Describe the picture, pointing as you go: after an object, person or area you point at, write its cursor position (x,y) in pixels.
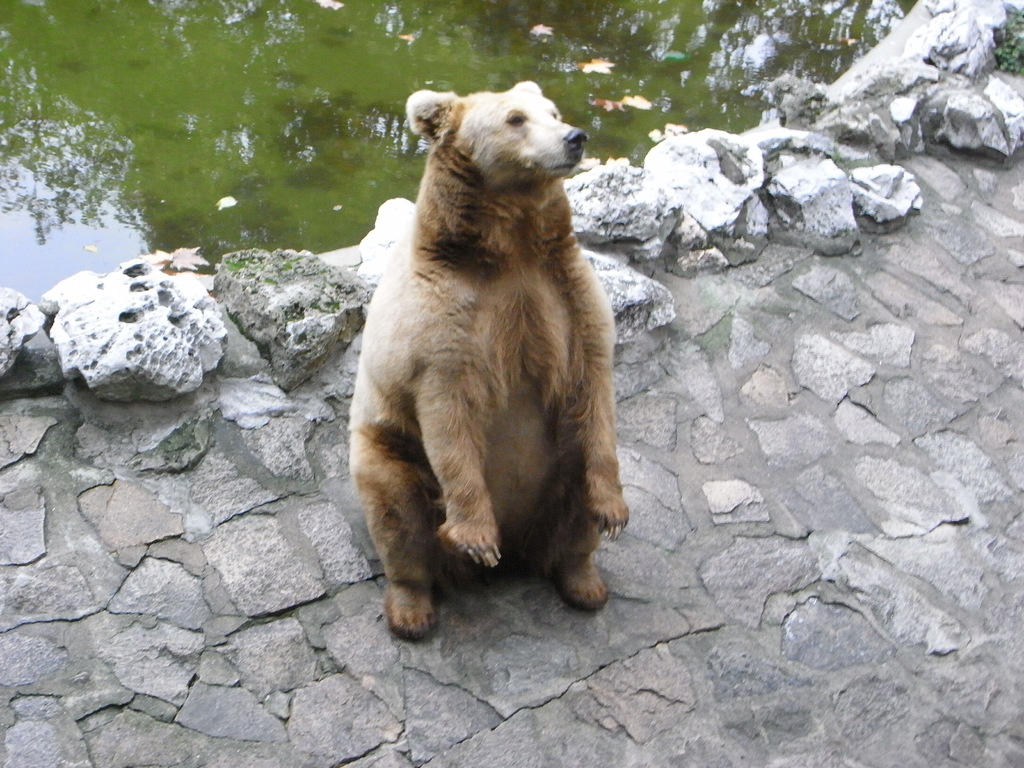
In this image there is a brown bear (516,409) in the foreground (415,517). In the background (216,87) there is water body (333,98).
